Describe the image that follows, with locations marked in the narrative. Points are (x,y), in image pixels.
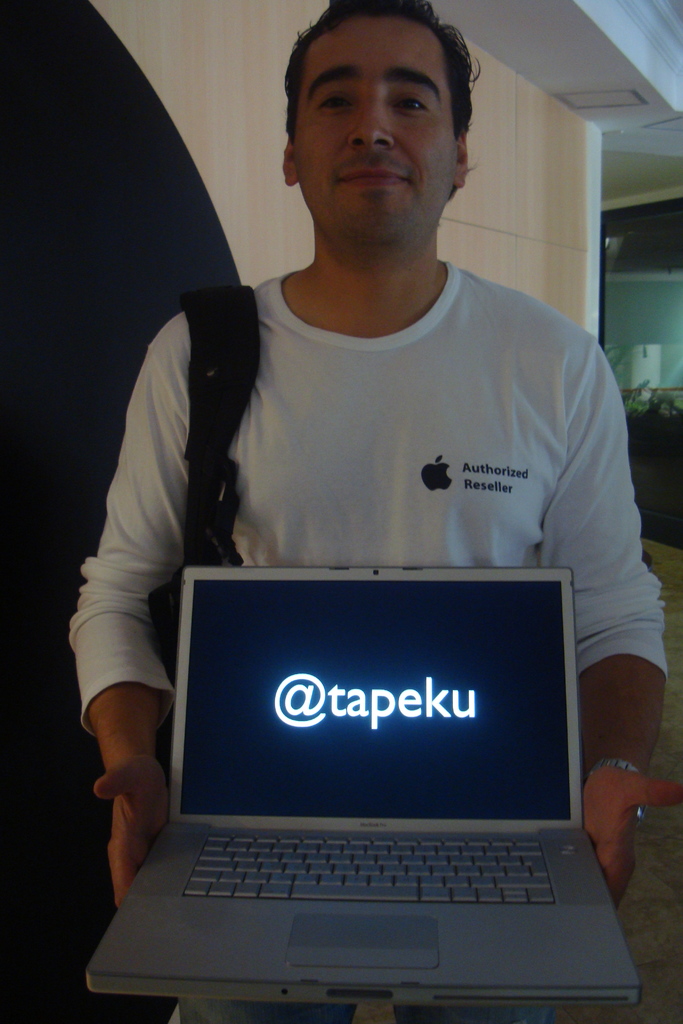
In the front of the image (486,599) I can see a person (471,1023) wore bag (244,351) and holding a laptop (485,789). Something is written on the laptop screen (389,690). In the background of the image (236,142) there is a wooden wall (524,175), ceiling (557,45), glass door (667,221) and objects (645,480).
